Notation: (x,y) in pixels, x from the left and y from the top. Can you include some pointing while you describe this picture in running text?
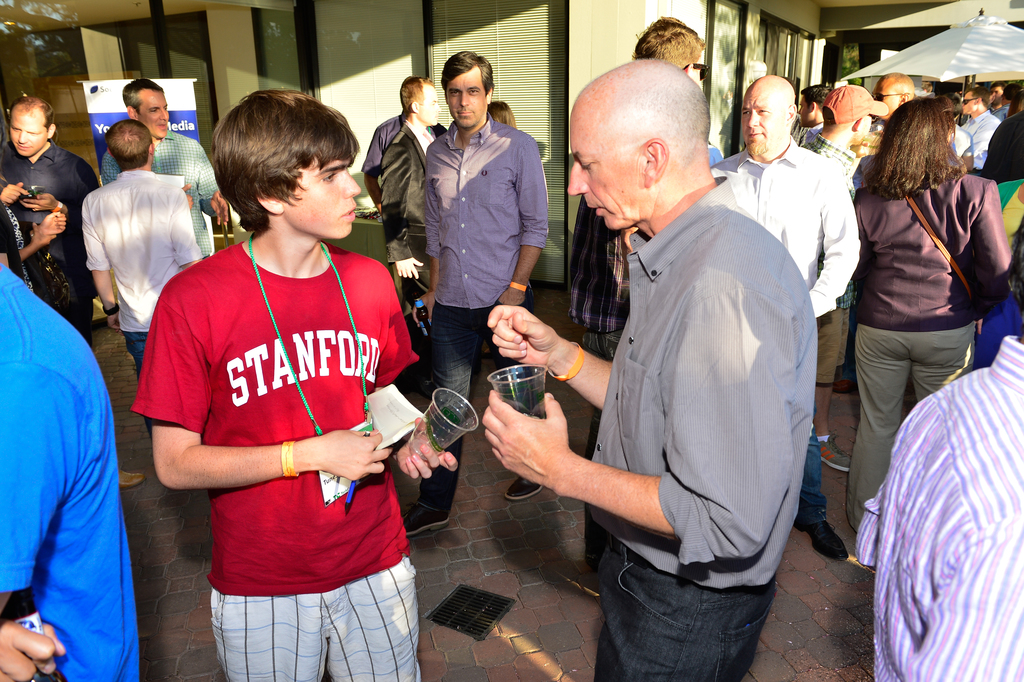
In this image, we can see a group of people (687,621) are standing on the floor (551,623). Few peoples (373,373) are holding some objects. Here a person (488,308) is walking. Background (597,23) we can see wall (601,35), glass windows (376,45), shades (490,42), banners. On the right side (994,56), we can see an umbrella (994,61).
